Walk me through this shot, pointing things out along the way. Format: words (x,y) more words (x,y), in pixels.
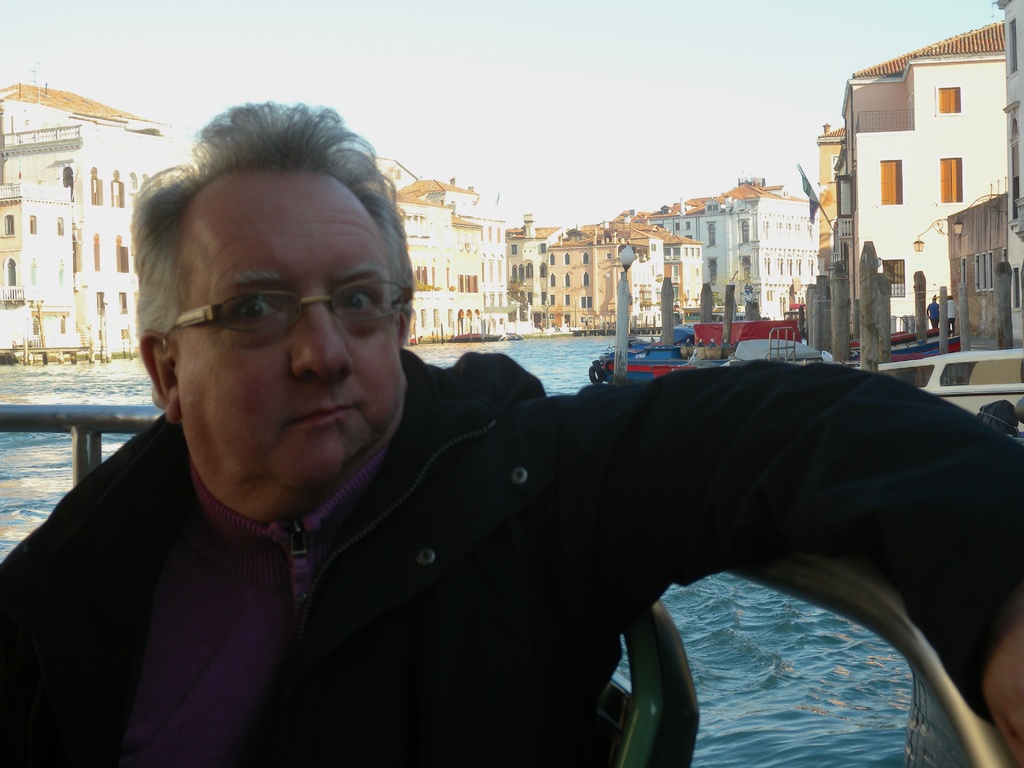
In this picture we can see a man (535,708), at back of him we can see water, buildings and we can see sky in the background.
